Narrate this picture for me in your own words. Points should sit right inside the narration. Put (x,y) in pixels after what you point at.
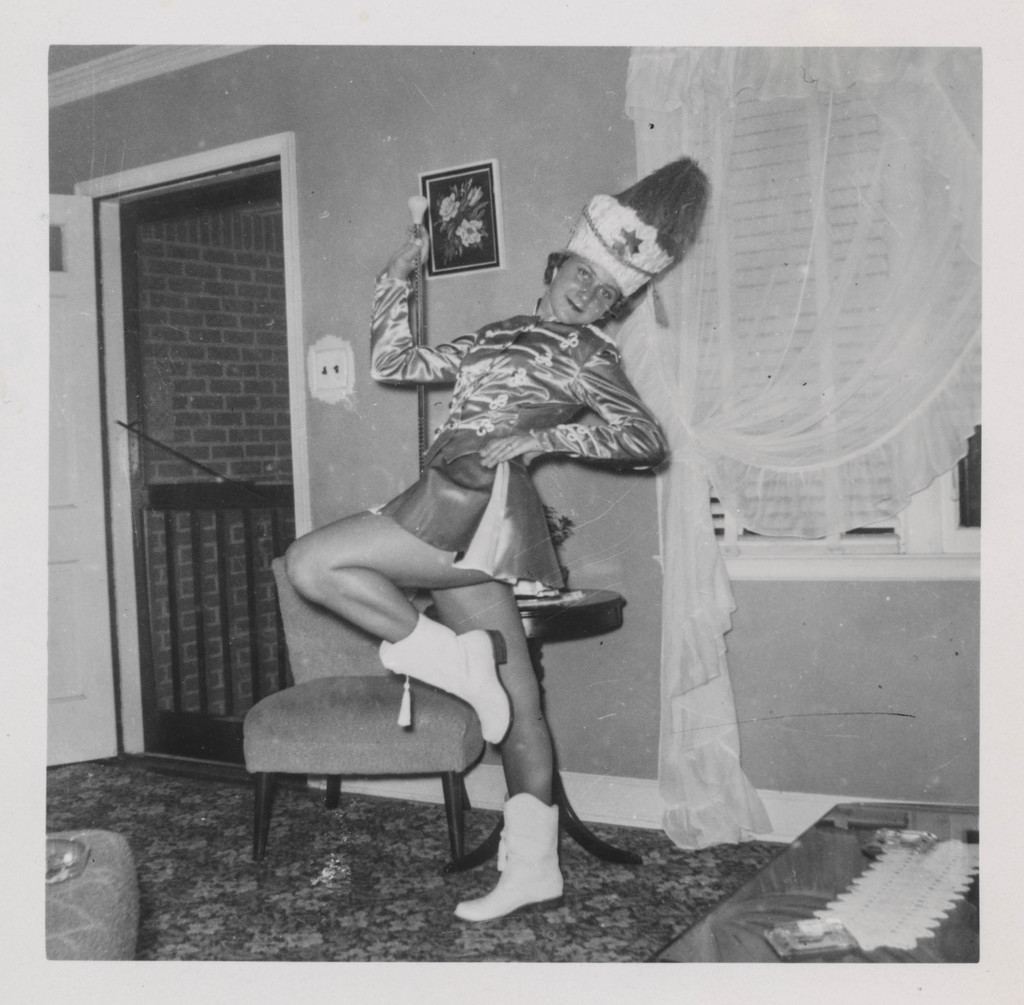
This picture seems to be an edited image with the borders (990,5). In the center (535,448) we can see a person (585,365) wearing a costume (500,425) and seems to be dancing and we can see a chair (298,740) tables (763,880) and some other items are placed on the ground (271,876). In the background (217,299) we can see the wall (375,121), door (85,212), picture frame (449,214) hanging on the wall (574,87), curtain (777,256), window (945,477) and window blinds (763,313).
